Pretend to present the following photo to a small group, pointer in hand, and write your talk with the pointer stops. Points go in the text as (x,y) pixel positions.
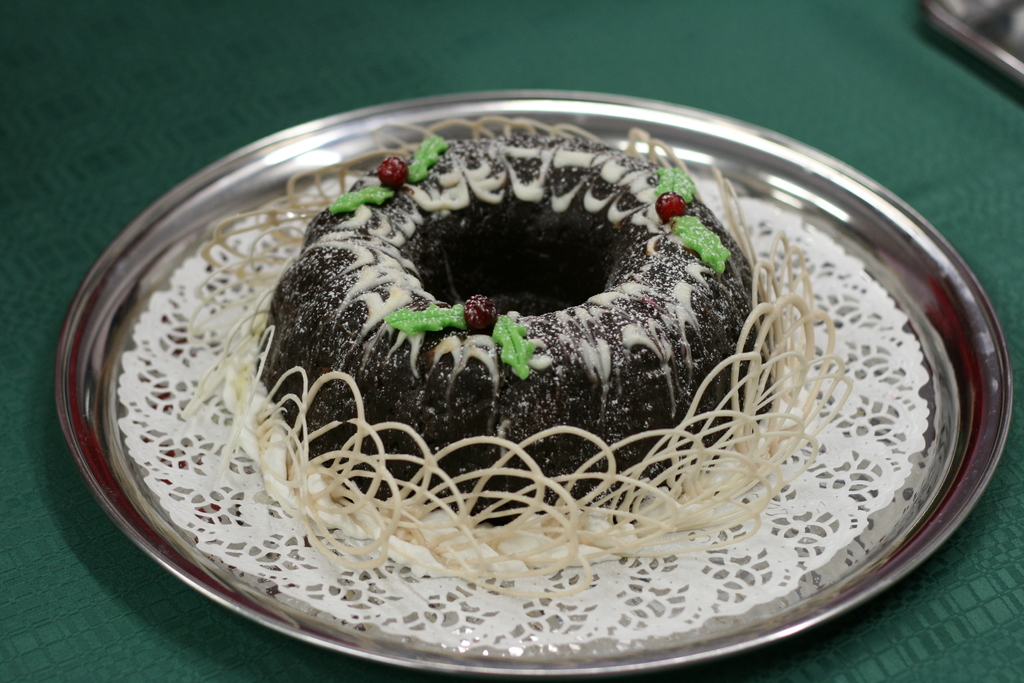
In this picture there is a table (986,209), on the table (176,178) there is a plate (284,182), on the plate (72,324) there is a cake (370,276). At the top (21,16) it is blurred.
